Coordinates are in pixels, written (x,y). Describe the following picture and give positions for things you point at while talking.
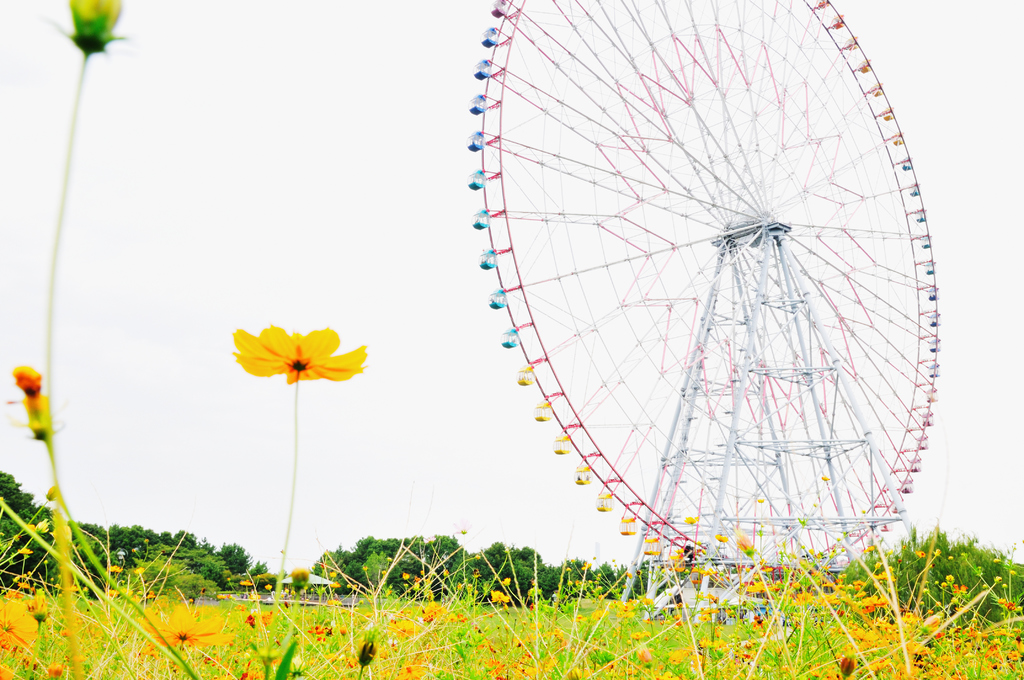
In the image we can see there are flowers (1,616) on the plants (187,665) and the ground (440,623) is covered with plants (387,594). Behind there are trees (538,568) and there is a huge giant wheel (703,289) kept on the ground (870,620). There is clear sky (253,210) on the top (278,175).
